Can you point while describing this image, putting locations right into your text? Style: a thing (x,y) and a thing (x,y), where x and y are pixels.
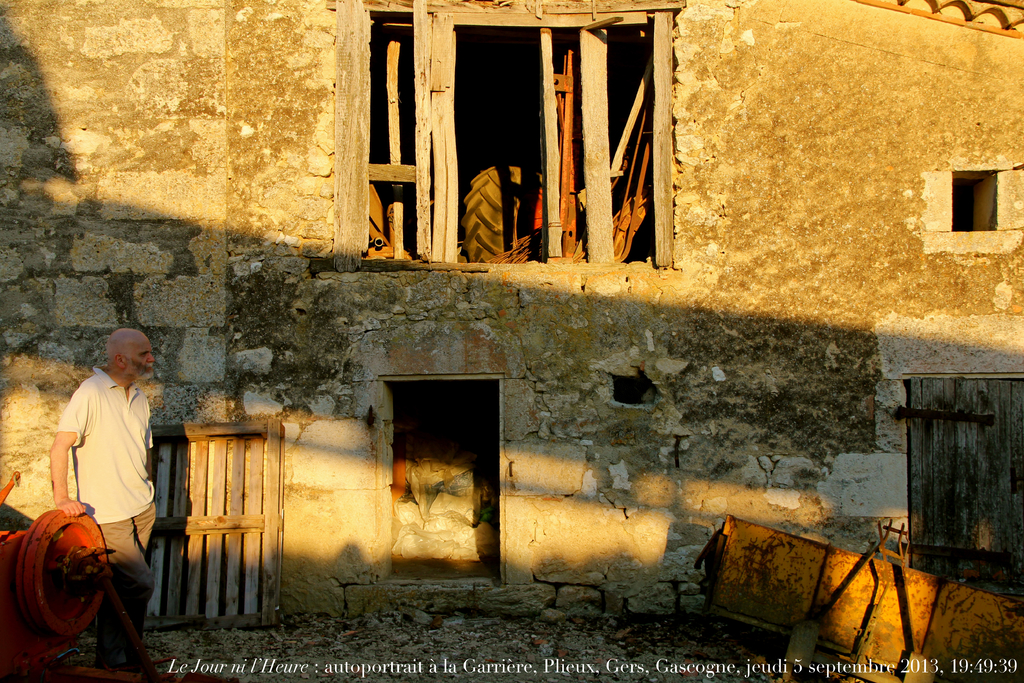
In this picture we can see a man (127,484), behind to him we can see a wall (450,331), and we can find a tyre (498,198) and few machinery (953,606), at the bottom of the image (643,671) we can see a watermark (633,661).
